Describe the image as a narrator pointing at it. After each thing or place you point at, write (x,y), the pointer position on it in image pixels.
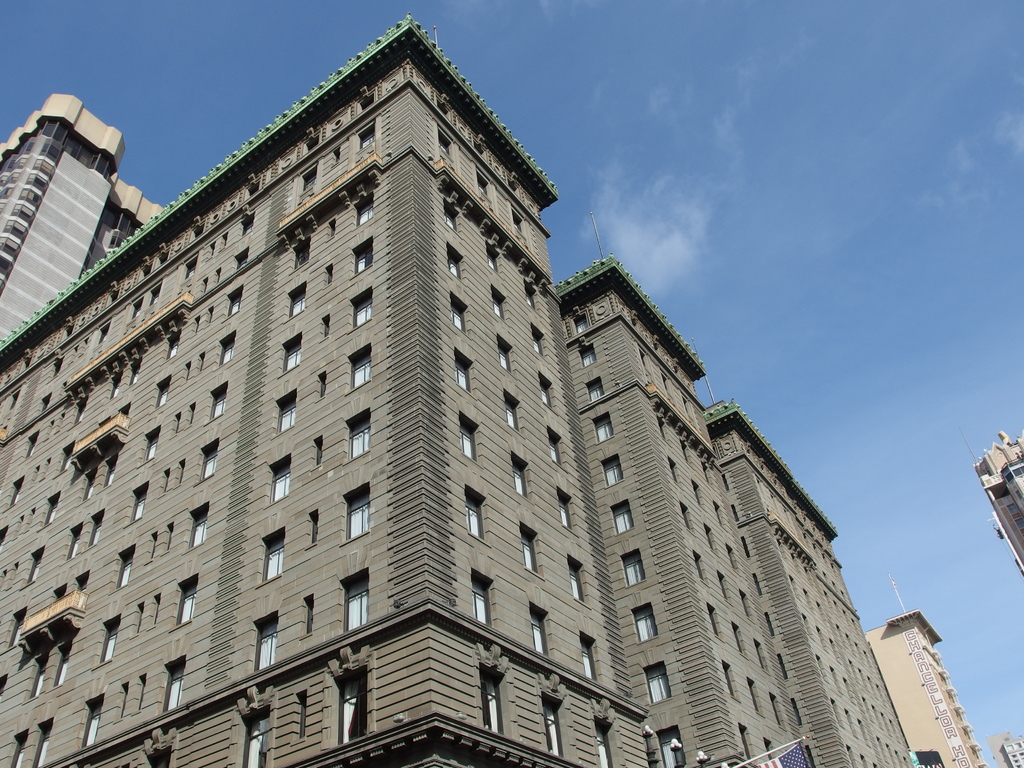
Here we can see buildings (563,563). In the background (978,577) there is sky (745,199).
